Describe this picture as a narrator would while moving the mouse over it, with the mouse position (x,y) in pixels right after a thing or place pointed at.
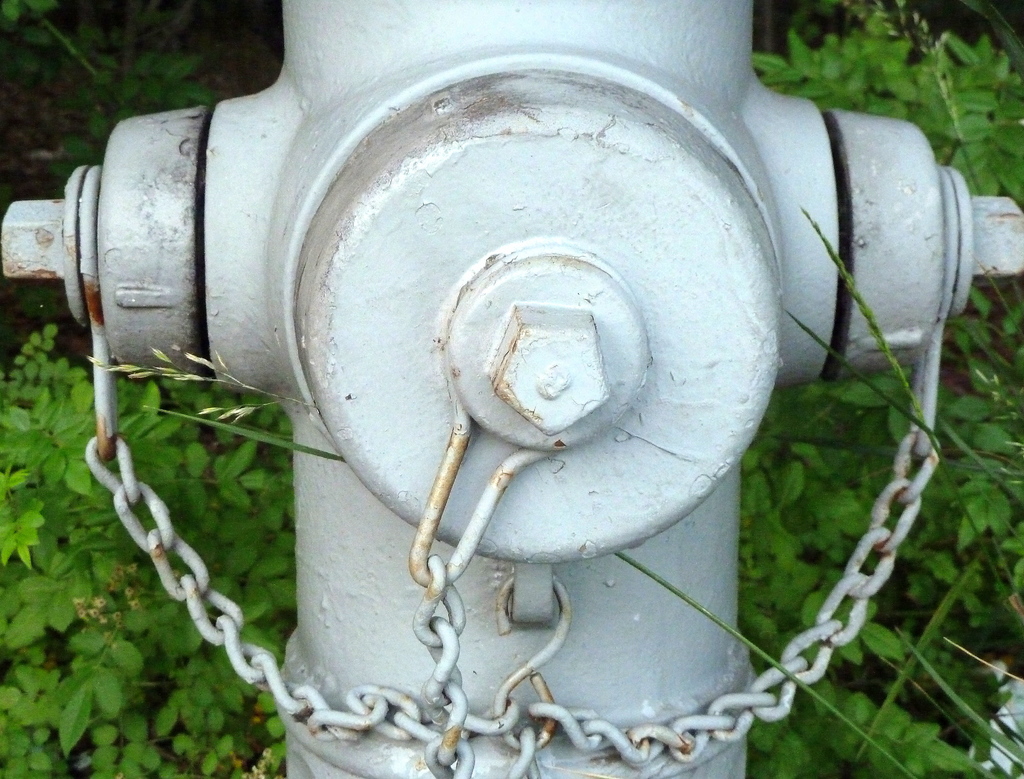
In the image we can see a fire hydrant (379,190), chain (791,697) and leaves (109,596).
